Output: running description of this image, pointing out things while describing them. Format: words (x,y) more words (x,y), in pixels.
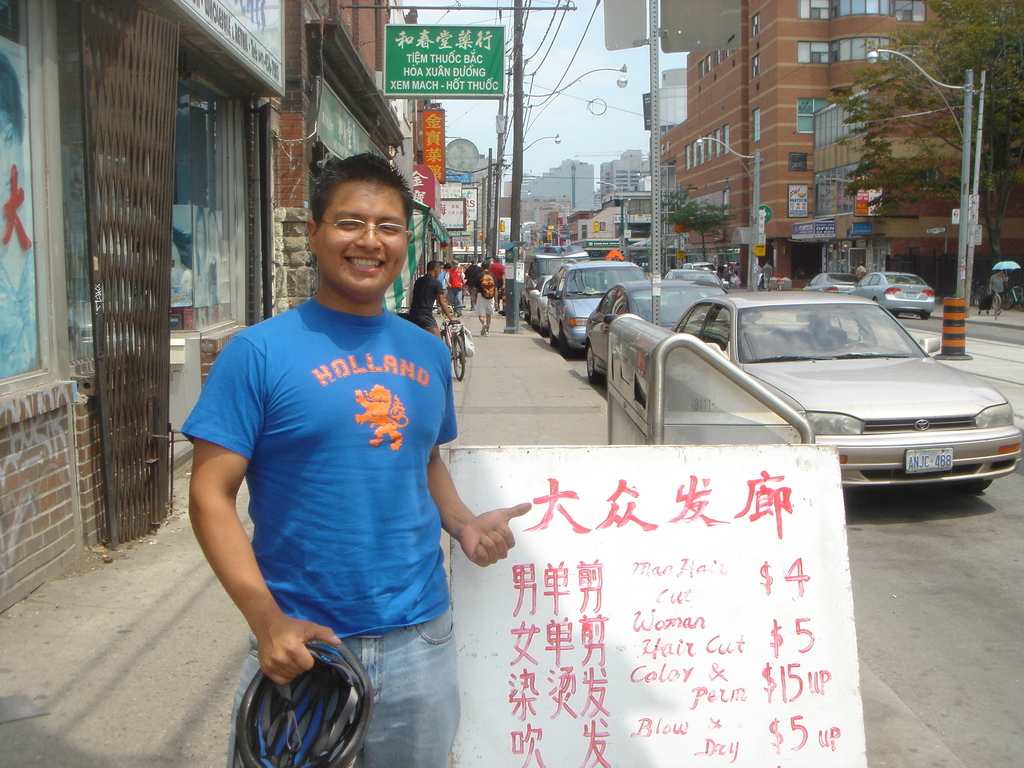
There is a person (321,612) holding a helmet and a board (651,562) on which, there is text (673,595) in the foreground (461,482), there are posters (334,107), poles (622,211), vehicles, stalls (413,226), buildings (611,244) and sky (587,136) in the background area (711,168), there is a tree (986,50) in the top right side (943,58).
